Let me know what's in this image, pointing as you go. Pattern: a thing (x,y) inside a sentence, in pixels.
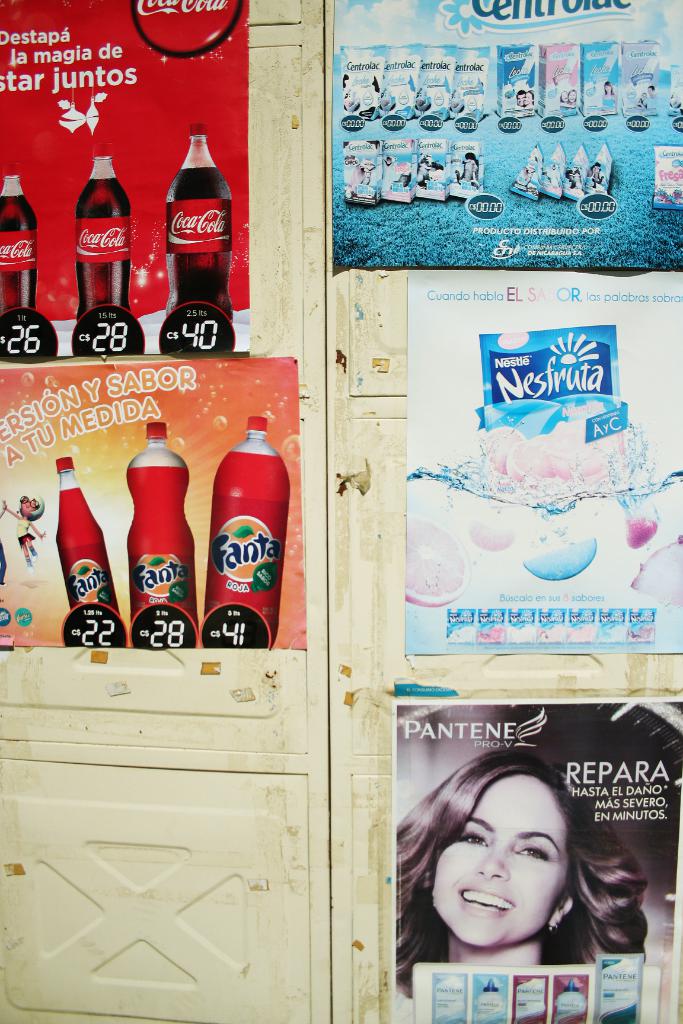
In this picture I can see many posters (461,310) which are attached on the wooden door (381,687). In the bottom right corner (503,788) I can see the poster (488,808) of a woman (493,846). On the left (225,534) I can see the coke bottles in the posters (0,420).
